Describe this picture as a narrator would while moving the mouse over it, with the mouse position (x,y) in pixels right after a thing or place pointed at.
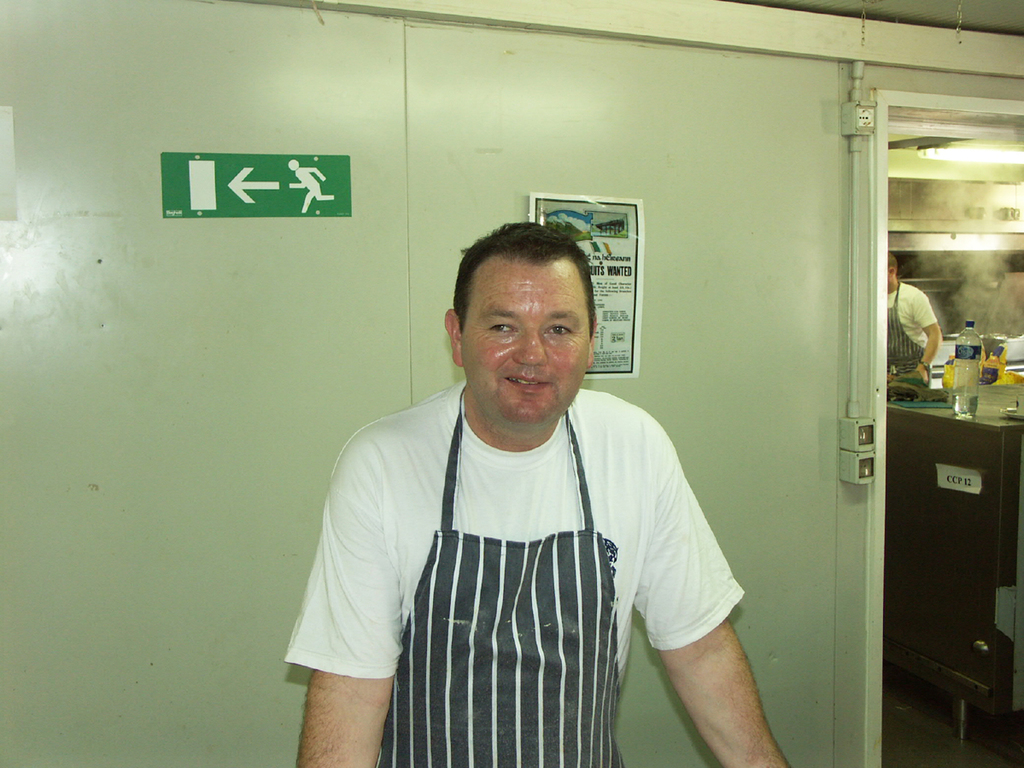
In this image we can see a person (609,618), behind him we can see the wall (827,599), on the wall (276,227) we can see the posters (274,211), inside the room (959,273) we can see the other person (924,341), in front of him we can see a table (988,396), on the table (991,410), we can see a bottle (961,392) and some other objects (948,396).
